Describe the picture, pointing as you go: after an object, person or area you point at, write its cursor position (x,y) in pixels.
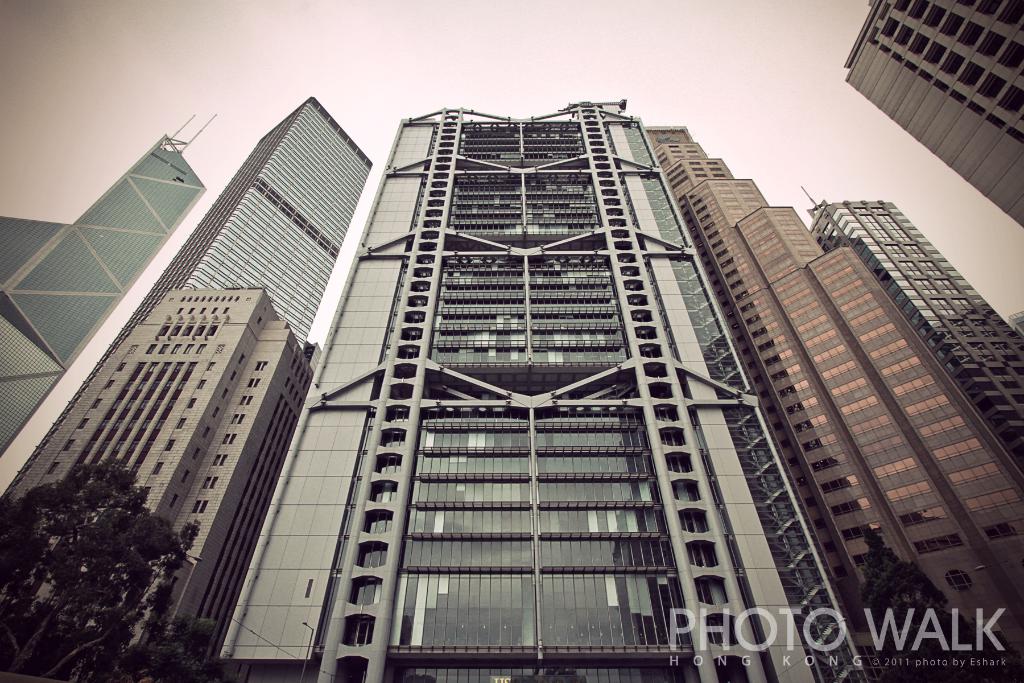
In this image we can see buildings (509,241) with windows (57,262), trees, sky (416,0) and we can also see some text (930,614) on the right bottom (829,648).
